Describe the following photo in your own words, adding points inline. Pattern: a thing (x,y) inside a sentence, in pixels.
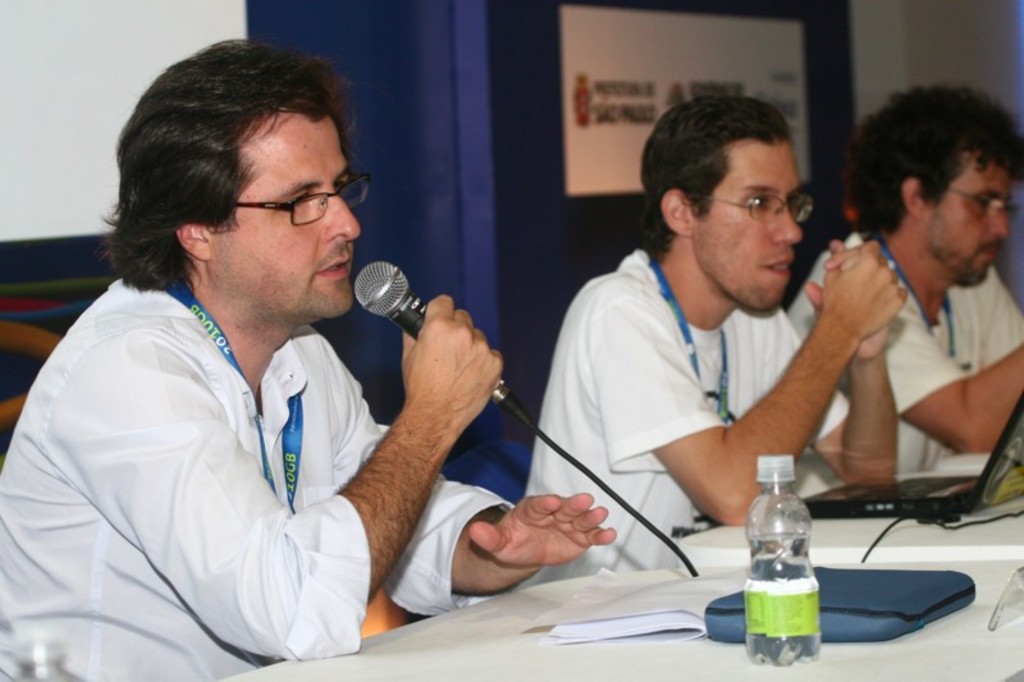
In this image we can see some people (769,277) sitting wearing lanyards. And we can see a microphone (416,331) in one of their hands (455,364). And we can see laptops (927,497), bottles (763,561) and some other objects (839,600) on the white surface (864,531). And in the background (96,155), we can see some boards (771,51) and the screen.
